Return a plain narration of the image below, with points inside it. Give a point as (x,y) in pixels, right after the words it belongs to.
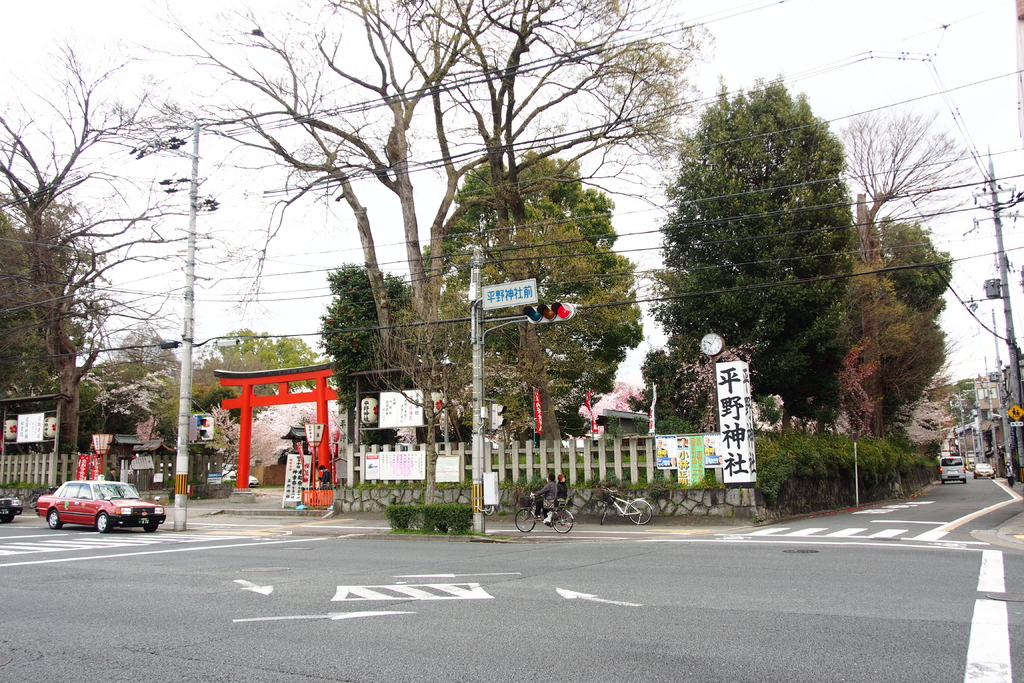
In the image we can see in there are cars (143,500) and other vehicles (947,477) parked on the road (570,623) and the person (547,504) is sitting on the bicycle (556,517). There are traffic light signals (543,312), behind there are lot of trees (519,399) and there are electric light poles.
